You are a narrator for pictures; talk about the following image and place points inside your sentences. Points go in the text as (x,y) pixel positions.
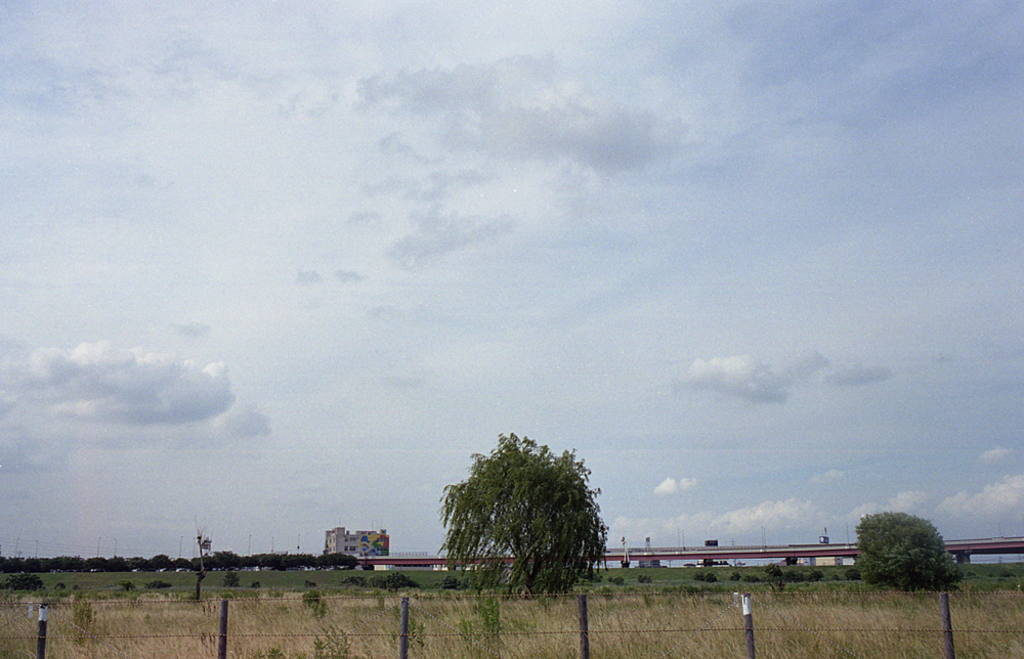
This image is taken outdoors. At the top of the image (186,182) there is the sky (493,313) with clouds (408,99). At the bottom of the image (766,651) there is grass (802,652) on the ground (337,635) and there is a fence (46,629). In the background (417,564) there is a bridge (429,559). There are a few buildings (387,537). There are a few poles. There are many trees (62,558). In the middle of the image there are a few plants (464,581). There are two trees (497,523).
